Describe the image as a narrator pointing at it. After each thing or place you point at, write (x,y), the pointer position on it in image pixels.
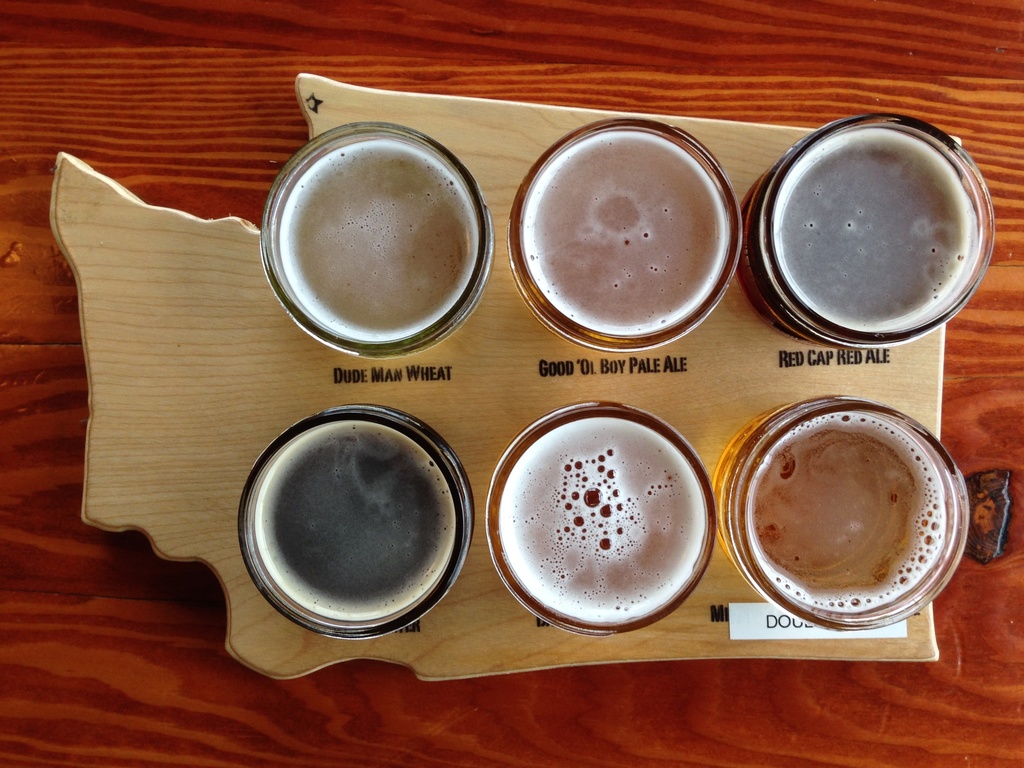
In this image there is a plate (197,360) on the wooden table (133,93). On the plate (456,383) there are six glasses (592,463) with some beer (597,521) in it. In between the glasses (709,513) there is some text (798,363) on the plate (573,377).
